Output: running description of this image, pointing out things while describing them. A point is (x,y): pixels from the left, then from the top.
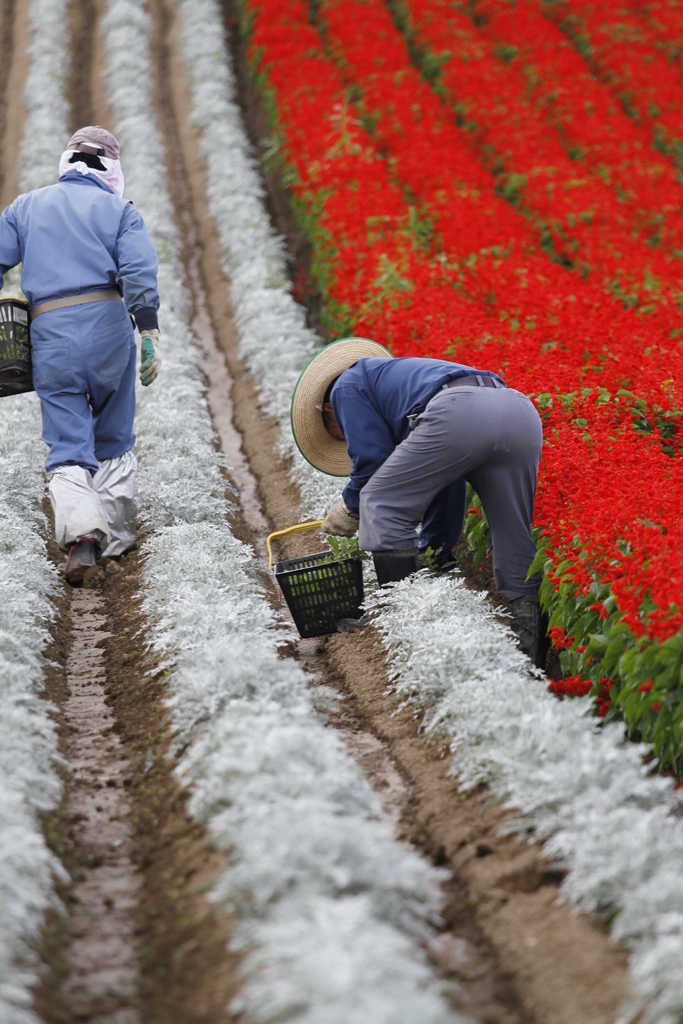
In this image, we can see some plants (164,279). There are two persons (392,478) in the middle of the image (353,513) wearing clothes (132,347) and holding baskets (292,585) with their hands (353,516).
